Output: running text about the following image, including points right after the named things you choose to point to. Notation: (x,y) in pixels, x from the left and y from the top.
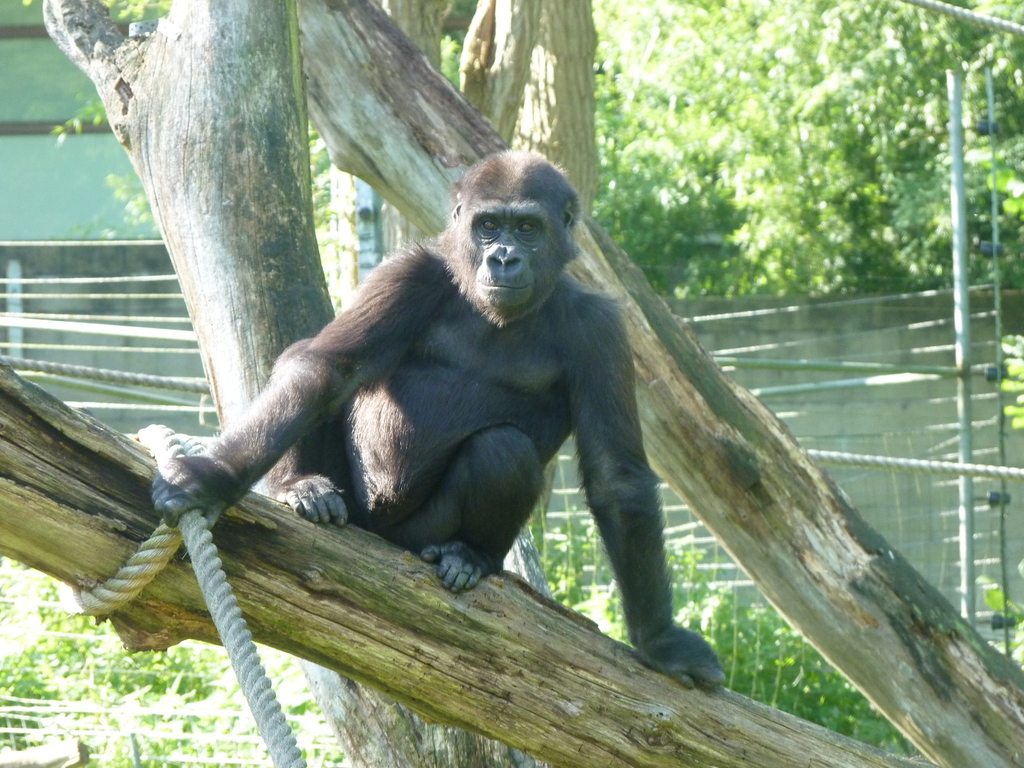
In this image we can see a gorilla (458,510) on the branch (362,635) of a tree (614,681), holding white color rope (227,634). Background of the image (982,480) pole (967,333), fencing (980,316), boundary wall (822,377) and trees (661,121) are there.
